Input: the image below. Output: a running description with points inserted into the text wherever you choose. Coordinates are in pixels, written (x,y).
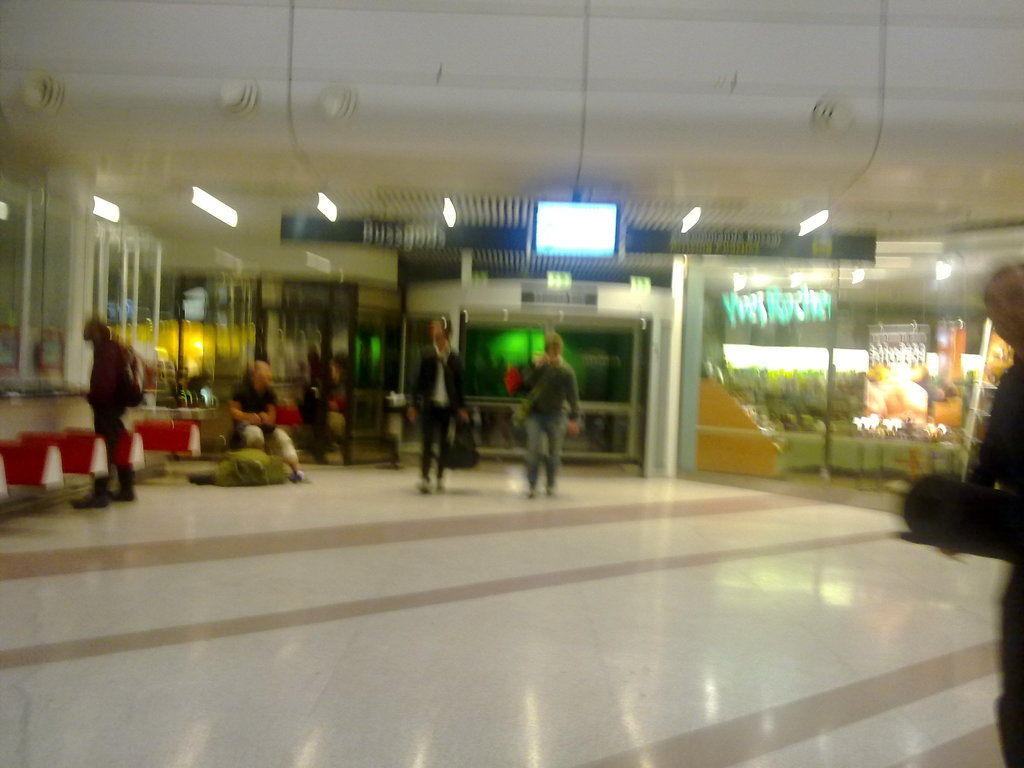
In the picture we can see a floor (670,627) on it, we can see some people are walking and some are standing and some people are sitting and in the background (791,451), we can see some glass walls (611,333) with some shops (808,395) and to the ceiling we can see some lights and TV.
